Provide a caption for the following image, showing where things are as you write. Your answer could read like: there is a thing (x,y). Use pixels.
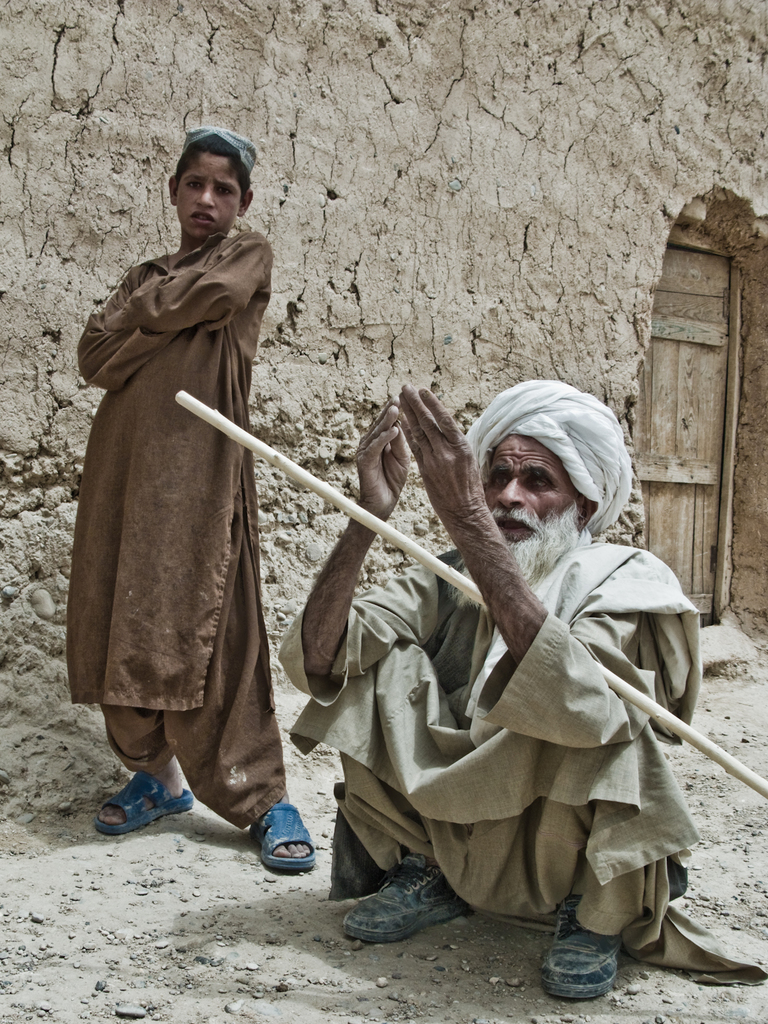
In this picture I can see a person (164,299) standing on the left side (138,406). I can see a person (438,486) sitting on the right side (560,823). I can see the wooden door (694,340).
